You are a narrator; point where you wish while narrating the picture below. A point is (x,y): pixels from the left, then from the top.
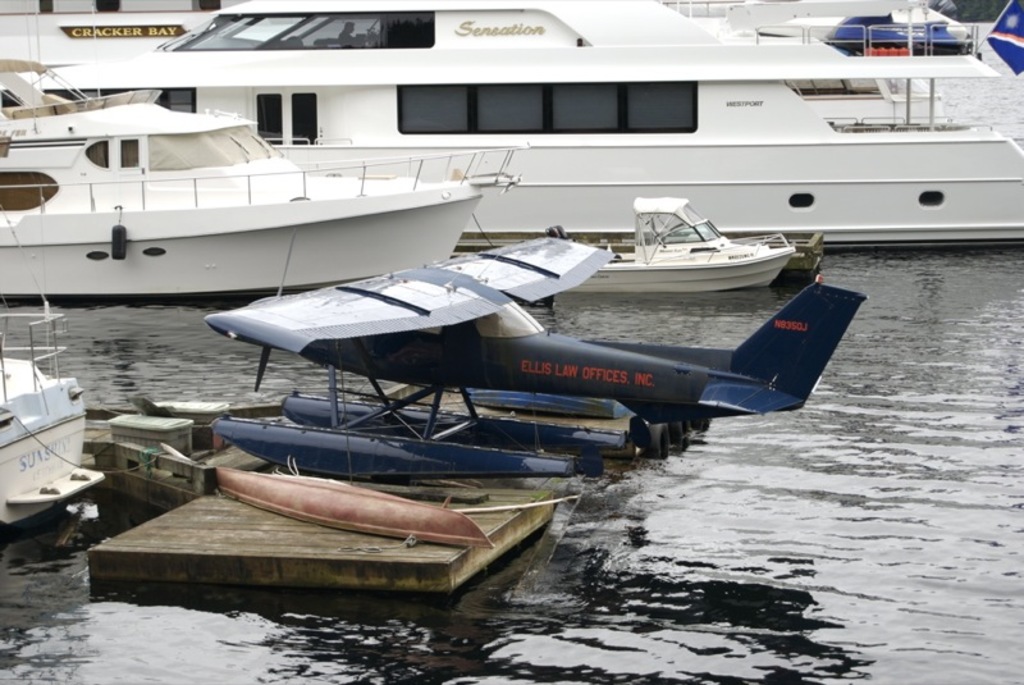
In this picture i can see many boats (659,124) on the water (839,420). In the center (551,356) there is a seaplane (561,344) which is parked on the wooden raft (433,582). On the left (37,326) i can see some fencing (31,350) on the boat (31,340). On the top right corner (981,1) i can see the trees (986,4).
